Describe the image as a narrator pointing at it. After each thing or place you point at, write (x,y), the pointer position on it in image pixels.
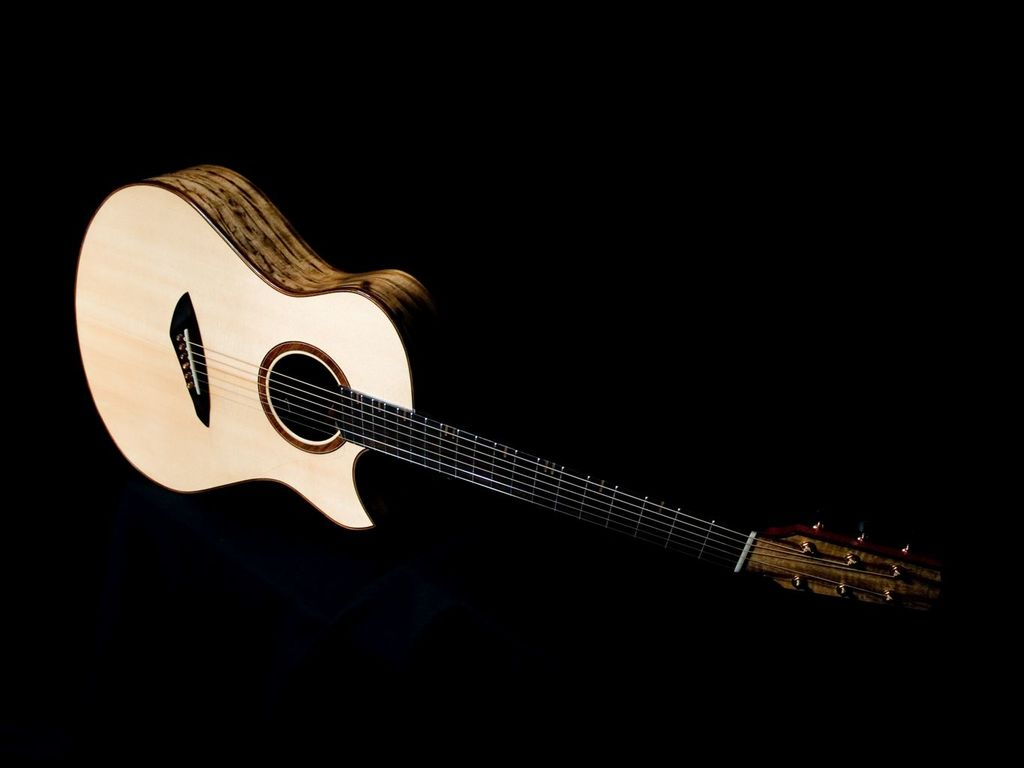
This is a picture of a guitar (232,354) with black background (711,151) and it has some strings (522,466) on it.
